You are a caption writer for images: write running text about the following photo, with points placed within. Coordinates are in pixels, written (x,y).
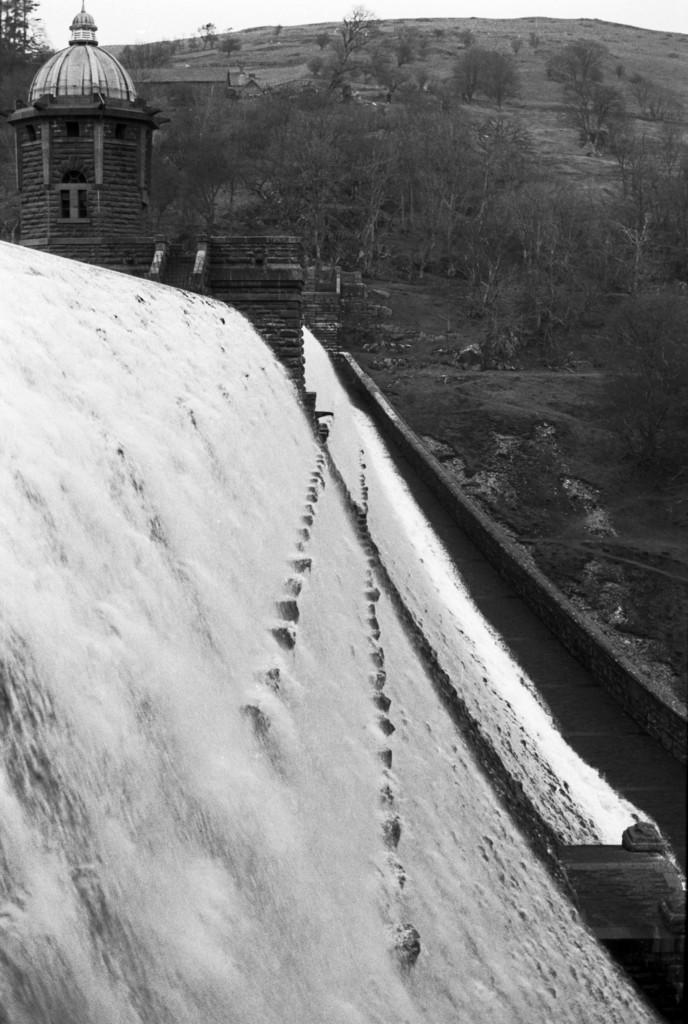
In this picture I can observe a waterfall (257,531). On the left side (84,63) I can observe a dome (74,63). In the background (33,69) there are trees (445,154) and sky (298,22).
